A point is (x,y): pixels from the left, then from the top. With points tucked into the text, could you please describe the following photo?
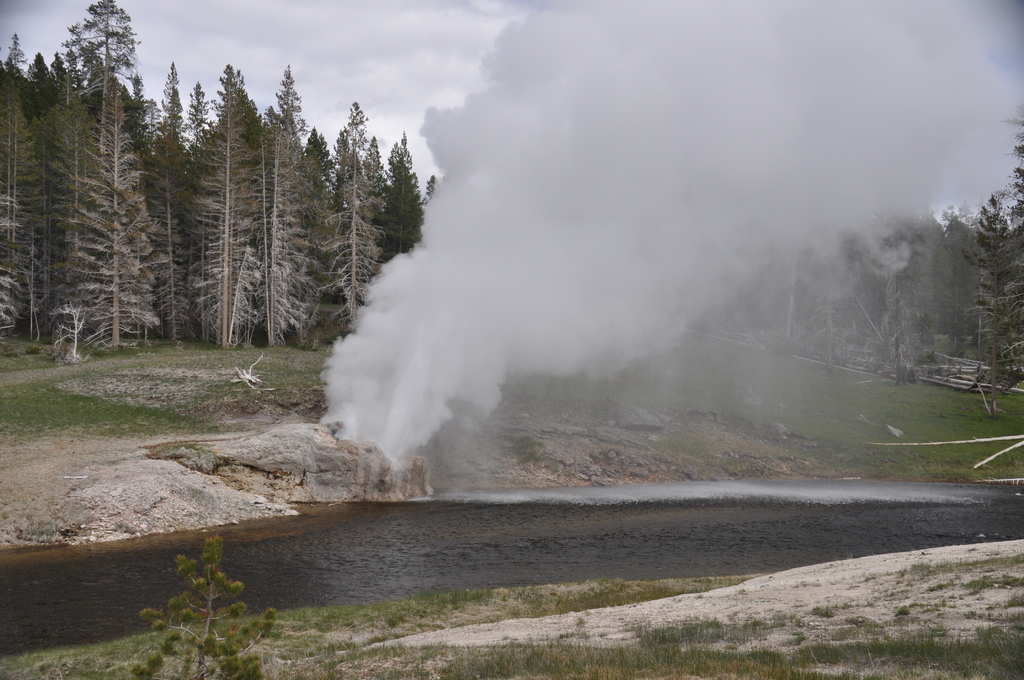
In this picture there is water (393,546) at the bottom side of the image (360,531) and there are trees (898,243) in the background area of the image (262,228) and there is smoke (495,293) in the center of the image (495,293).
